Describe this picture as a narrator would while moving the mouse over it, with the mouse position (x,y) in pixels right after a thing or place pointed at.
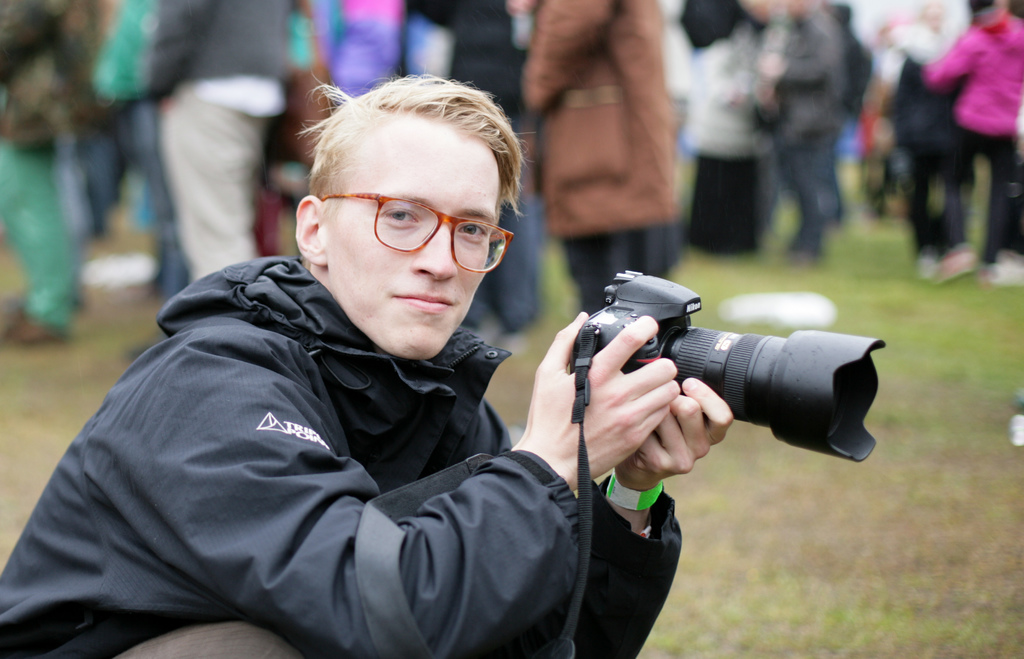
In this picture there is a man (348,461) wearing black jacket (278,471) is holding a camera (599,340). There are few people (516,104) standing at the background (892,100). There is a grass (848,617) on the ground (847,623).
